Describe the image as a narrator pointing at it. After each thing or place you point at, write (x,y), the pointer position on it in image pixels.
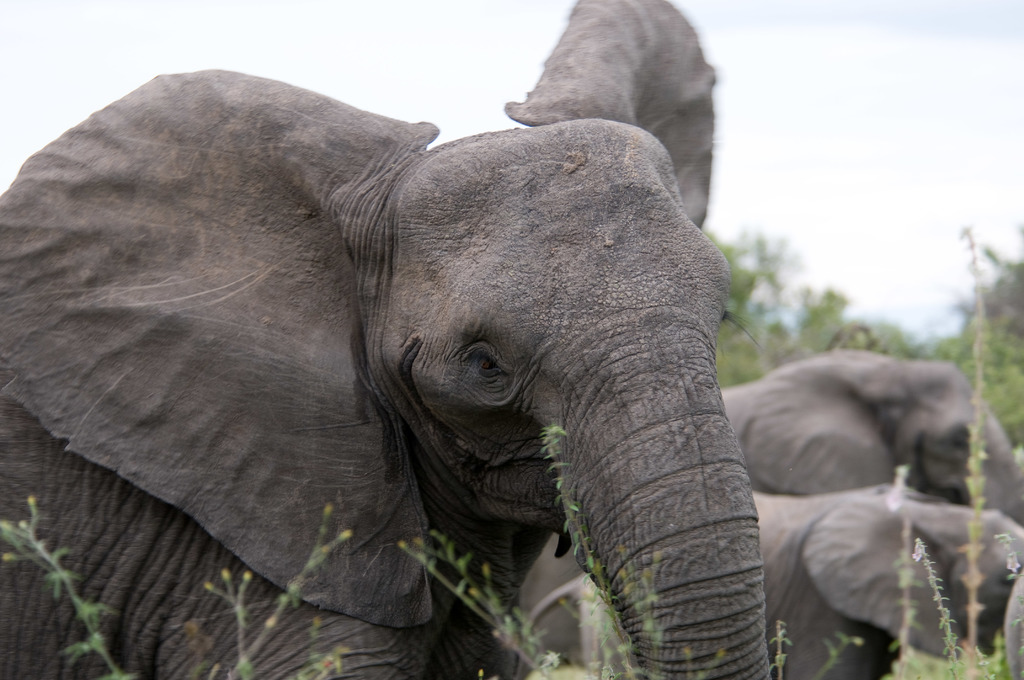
We can see elephants (868,519) and plants (973,491). In the background (782,232) we can see sky (808,253).
